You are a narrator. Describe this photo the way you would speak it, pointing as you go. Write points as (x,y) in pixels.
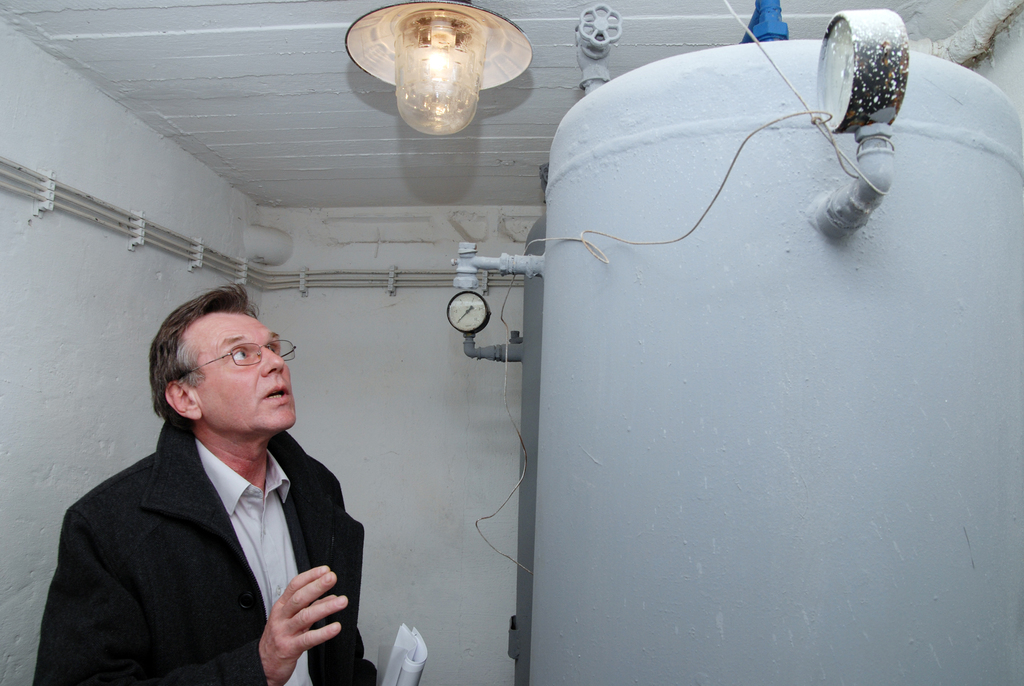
Here we can see a man (256,334) and he wore spectacles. There is a cylindrical tank (835,443), meters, and a bulb (388,37). In the background (362,498) we can see wall (413,393).
